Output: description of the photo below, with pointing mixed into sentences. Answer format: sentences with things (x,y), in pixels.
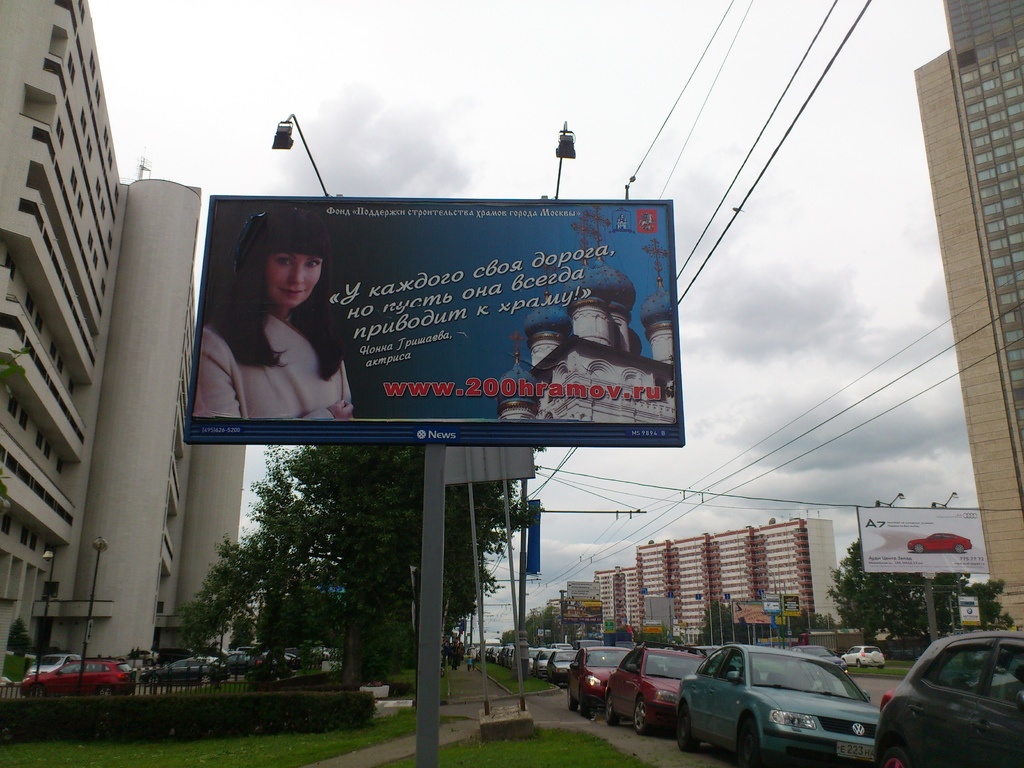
As we can see in the image there are banners (479,365), buildings (764,544), plants (239,592), grass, vehicles (640,649), traffic signals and at the top (627,53) there is sky (629,54).
